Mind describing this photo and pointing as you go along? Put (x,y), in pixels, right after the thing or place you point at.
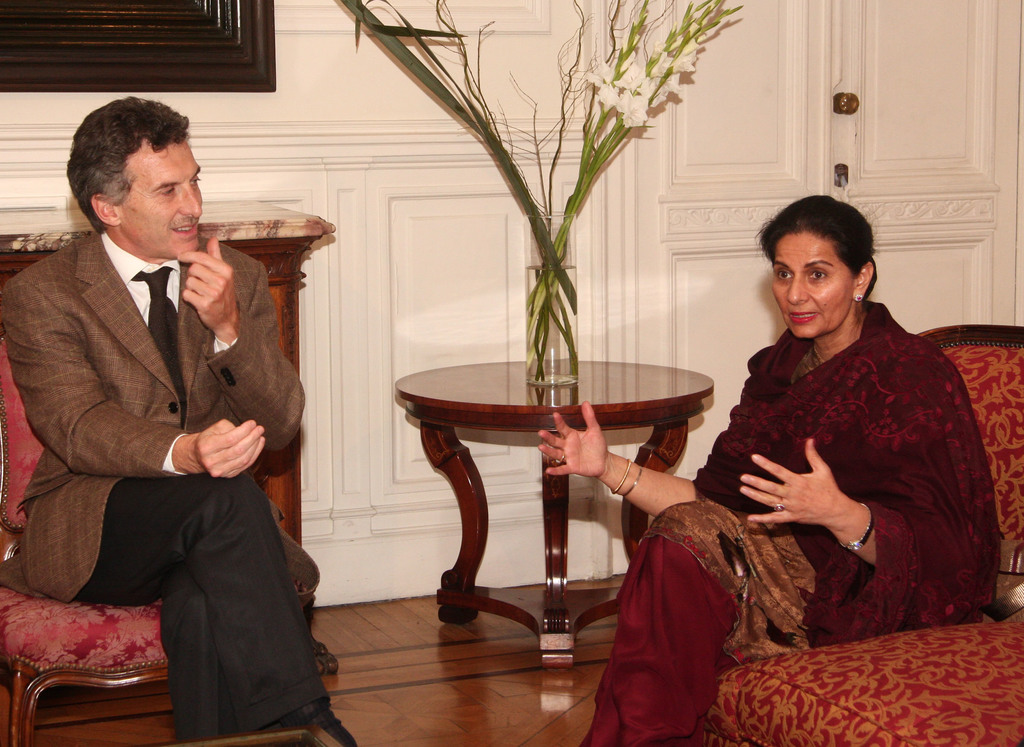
In this image, 2 peoples (673,601) are sat on chair (158,642). In the middle (496,395), wooden table (468,399), flower vase (554,308). Background (346,180), there is a white color wall (371,148) and brown color frame (214,61) here.
